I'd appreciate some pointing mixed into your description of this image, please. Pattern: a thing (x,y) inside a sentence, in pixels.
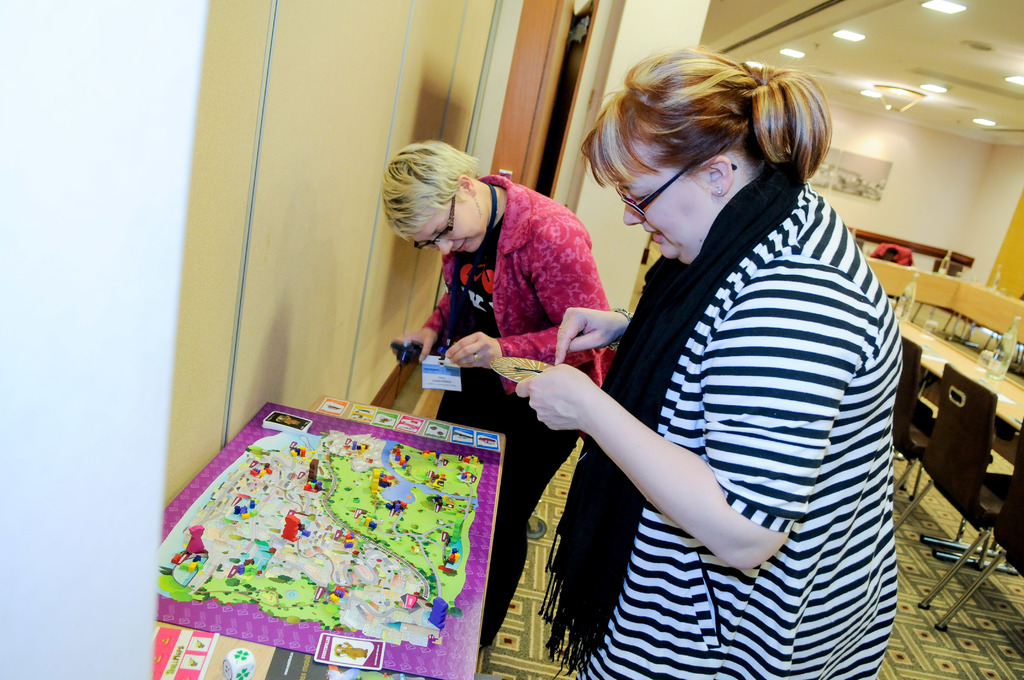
In this image, There are two women (781,388), one woman (775,370) is standing and she is holding a object (523,374) and in the left side (276,657) there is a table (256,659) on that there is a picture (280,494), a woman (491,282) is standing and looking in the picture (370,456), and in the right side (971,492) there are some chairs (945,444) which are in black color, there is a table (918,336) which is in brown color, there are some bottles (1004,354) kept on that table (1011,394), and in the background (933,202) there is a white color wall (901,158), above that there is a roof (921,59) which is in white color and in the left side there is a door (538,108) which is in brown color.
